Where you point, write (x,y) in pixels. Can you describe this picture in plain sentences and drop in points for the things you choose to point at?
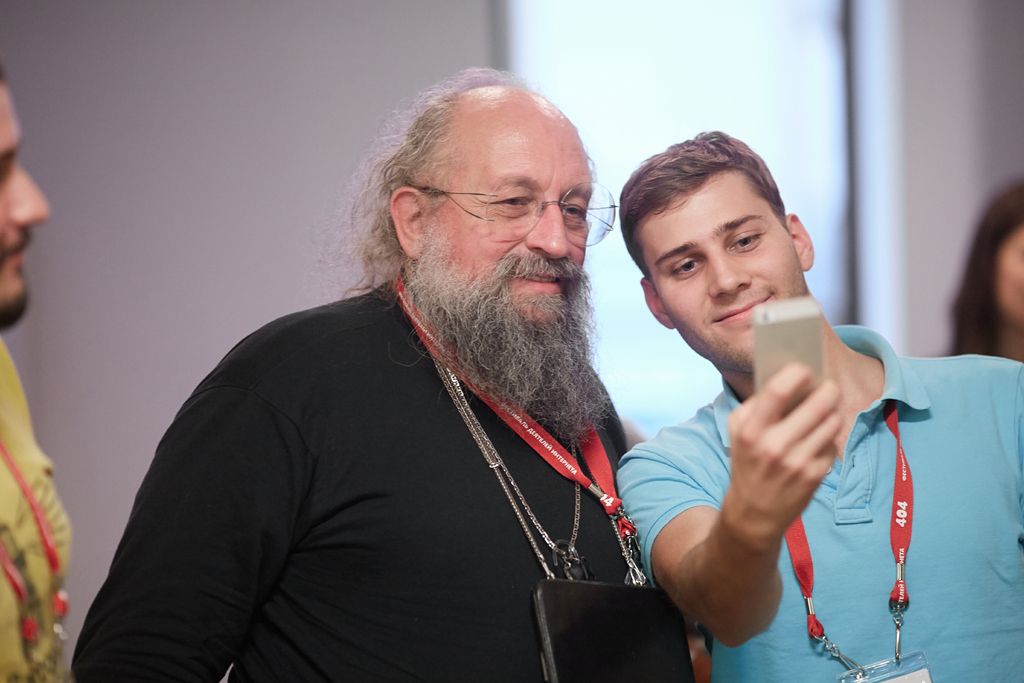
In this picture I can see there is a man (319,543) standing, he has a beard (510,366), mustache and spectacles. He is wearing an ID card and there is another person (871,506) next to him, he is smiling and is holding the smartphone (765,356) and there is a person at right side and I can see another person (62,550) on the left side (28,548), there is a wall (210,43) in the backdrop (78,557) and there is a window (840,85).
